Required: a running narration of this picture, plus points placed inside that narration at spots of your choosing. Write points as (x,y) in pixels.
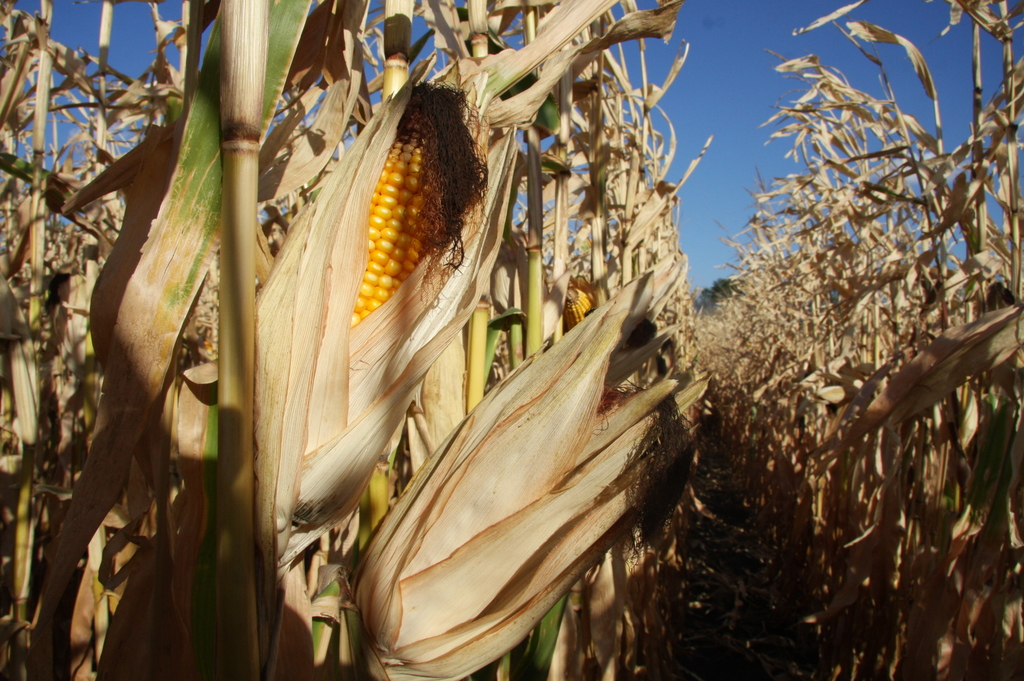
It is a corn field (435,248) there are a lot of corn plants (428,266), most of them are dried up and in the background (731,186) there is a sky (728,210).
